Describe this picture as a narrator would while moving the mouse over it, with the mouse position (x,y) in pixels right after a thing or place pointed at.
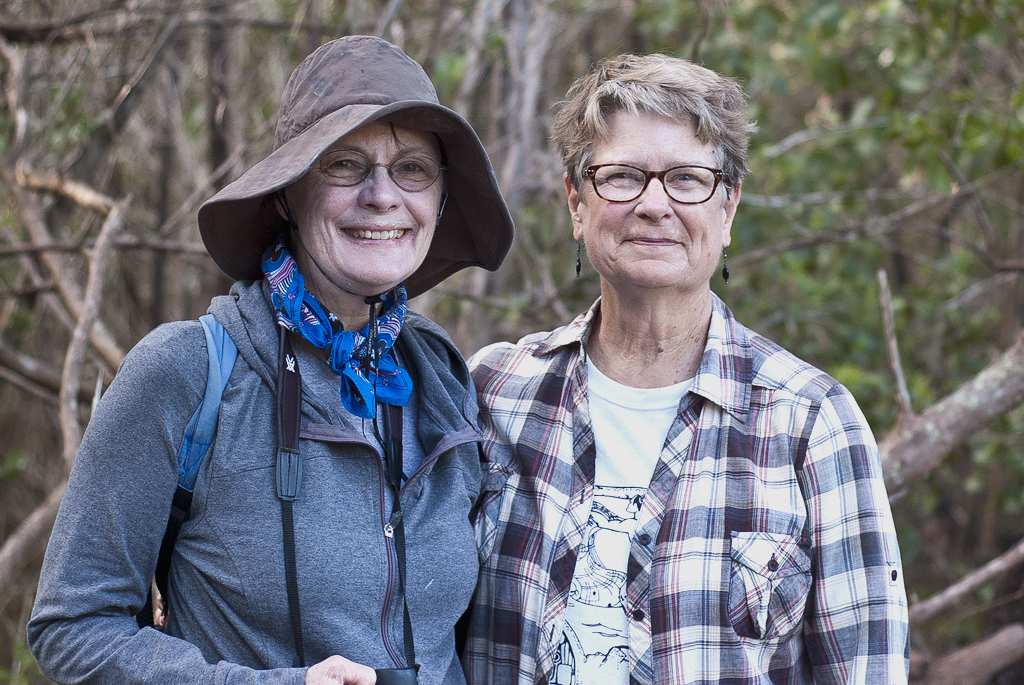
In this image there are two people (379,418) standing and smiling. In the background (824,64) there are trees (539,53).
